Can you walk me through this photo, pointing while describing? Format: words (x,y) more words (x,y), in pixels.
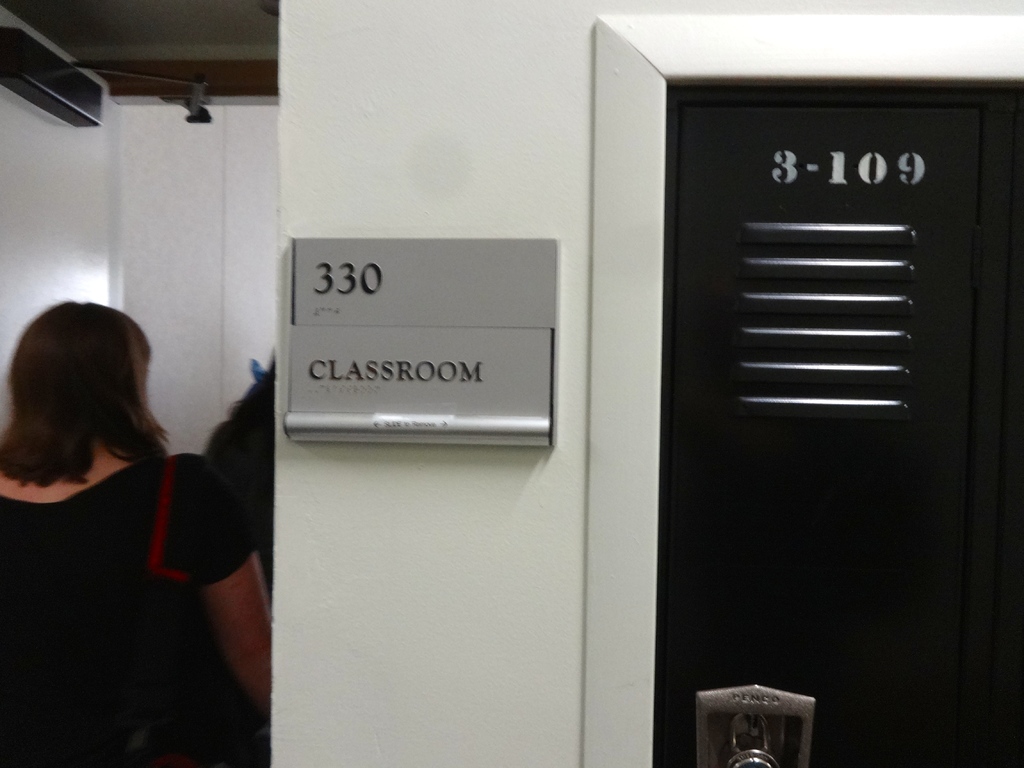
This picture is clicked inside. On the right (761,123) we can see a black color door (850,387). In the center (563,499) there is a white color and we can see a board (540,339) attached to the pillar (496,232) and we can see the number (368,279) and the text (345,371) on the board (488,286). On the left (233,438) we can see the two persons (210,485) and a white color door (55,195) and a wall (194,165). At the top (135,8) there is a roof (141,23).
